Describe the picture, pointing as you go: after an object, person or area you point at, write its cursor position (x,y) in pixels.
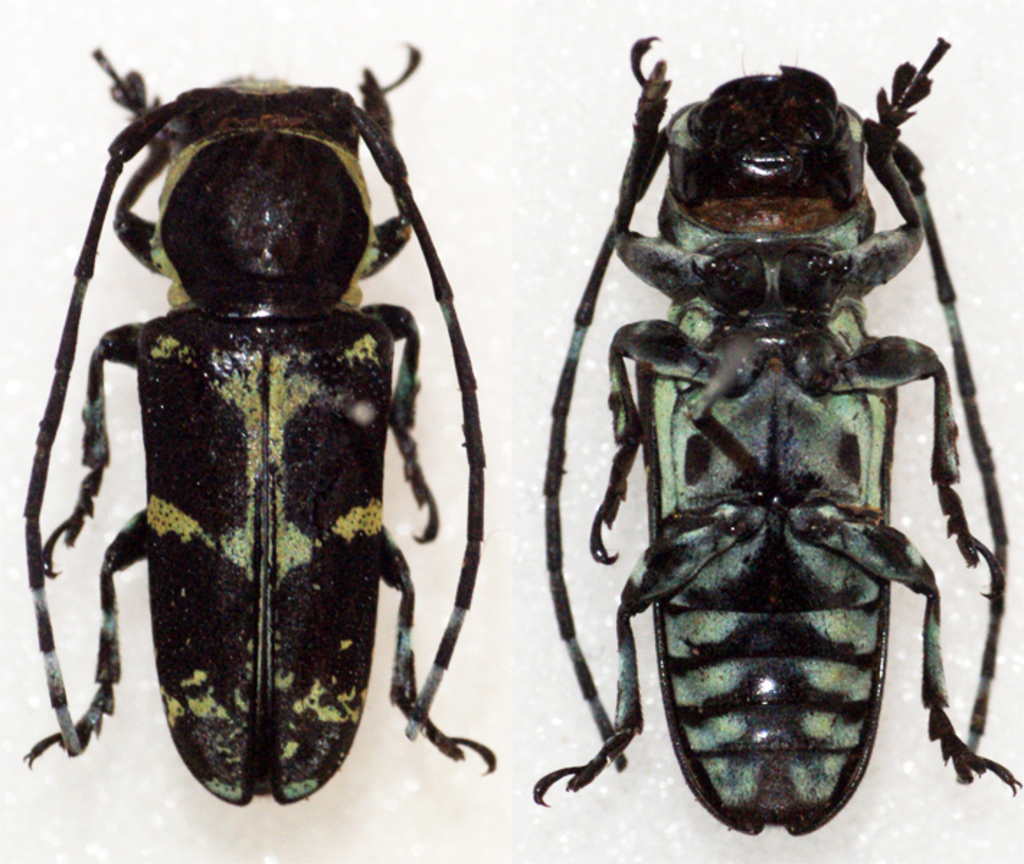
In this image I can see two insects (329,453) which are of black and green colour. I can also see white colour in background (570,58).
